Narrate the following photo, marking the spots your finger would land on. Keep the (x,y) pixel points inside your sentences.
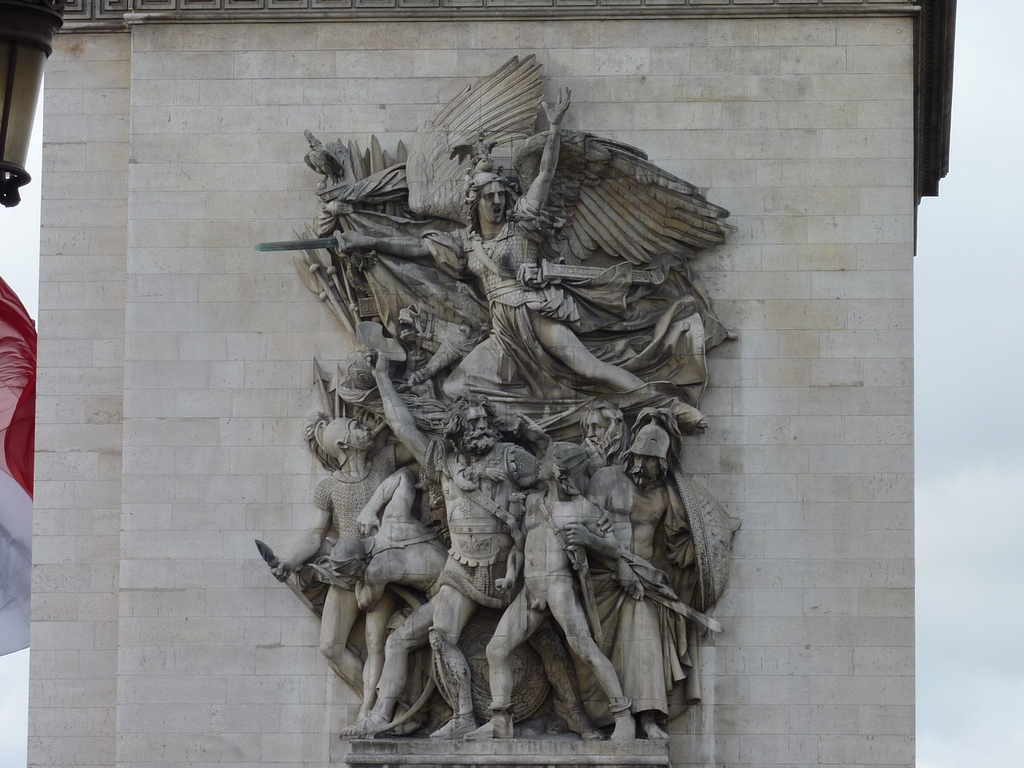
In this image there are sculptures (507,454) in the center (498,385) which is on the wall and the sky (951,366) is cloudy.
